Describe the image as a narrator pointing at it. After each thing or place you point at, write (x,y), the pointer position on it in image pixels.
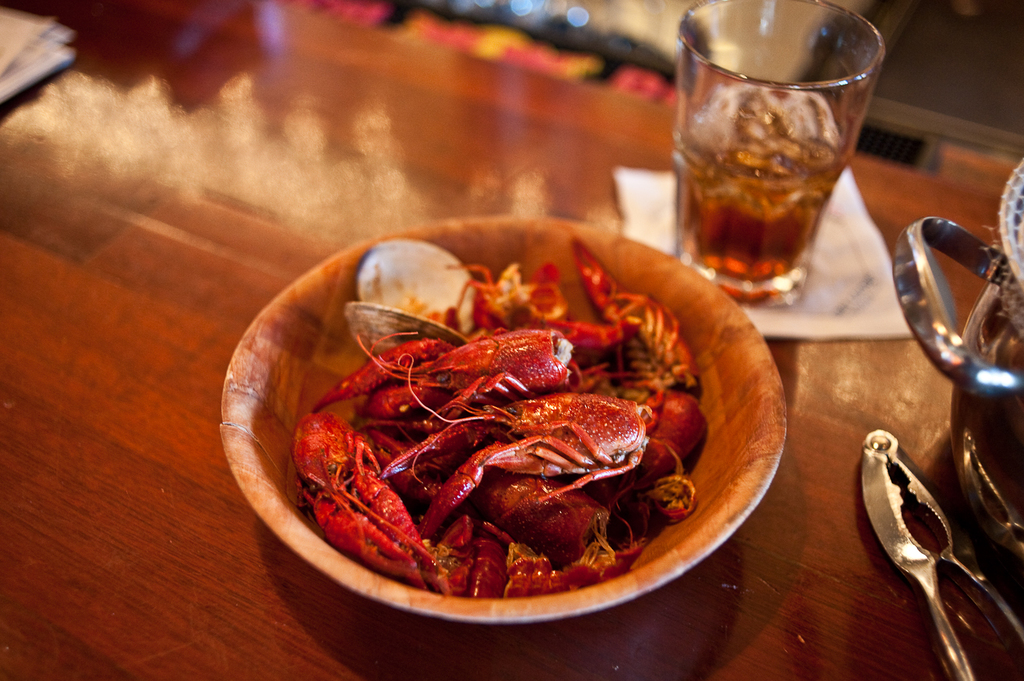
In this image I can see a brown colored table (127,197) and on the table (120,136) I can see a bowl (250,472) with few crawfish (496,461) which are red in color and few shells (418,308). I can see a glass (734,195) with liquid (711,192) in it, a tissue paper (834,292) and few utensils (946,648).
